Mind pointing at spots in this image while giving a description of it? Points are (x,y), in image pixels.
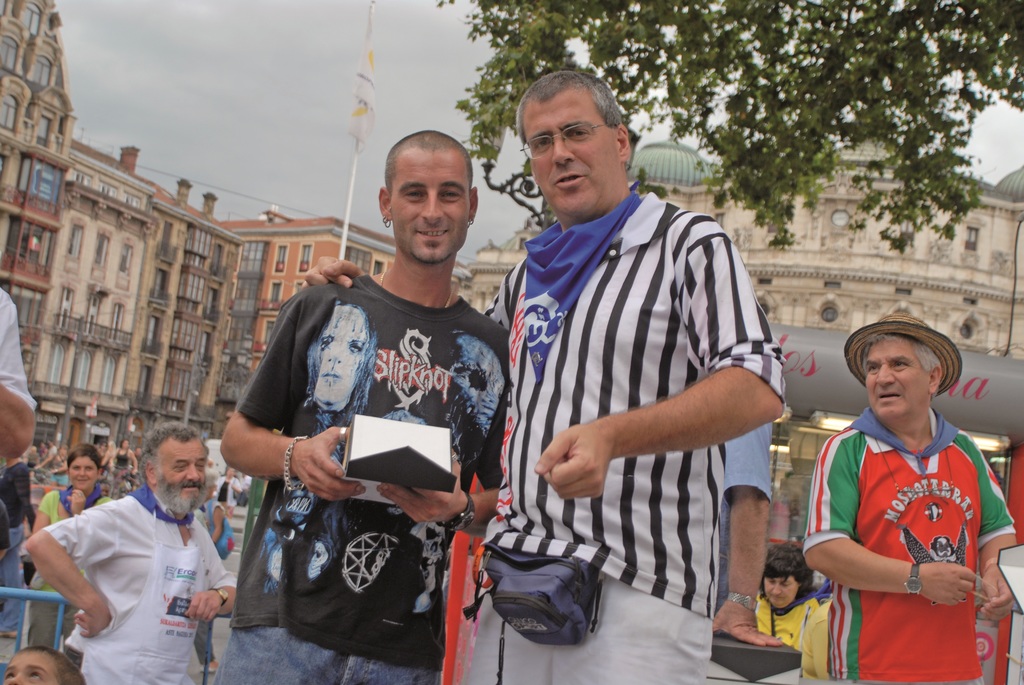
In the background (275,41) we can see the sky (332,48). In this picture we can see the buildings (758,232). At the top (702,167) we can see the domes (1010,180) and a board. We can see a flag (368,126) and a white pole (349,203). We can see people (88,489) and a man (139,567) is standing near to the fence (23,606). We can see two men (563,376) standing and a man (460,343) wearing black t-shirt (411,363) is holding an object (368,477) in his hands (410,497). On the right side of the picture (721,167) we can see a tree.
